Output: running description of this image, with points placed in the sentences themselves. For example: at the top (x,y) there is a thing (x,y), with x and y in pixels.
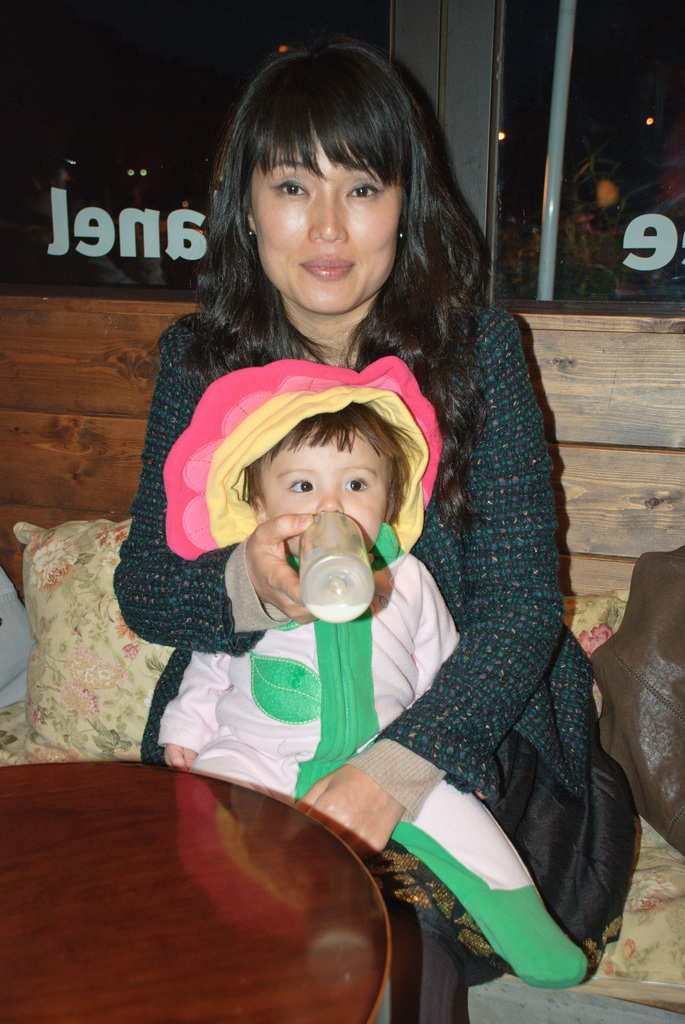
In this picture we can see woman (132,612) sitting and holding milk bottle (309,597) in her hand (292,576) and smiling and on her we can see a baby (338,509) and in front of her table (128,846), pillows (93,624), wall (77,486).
